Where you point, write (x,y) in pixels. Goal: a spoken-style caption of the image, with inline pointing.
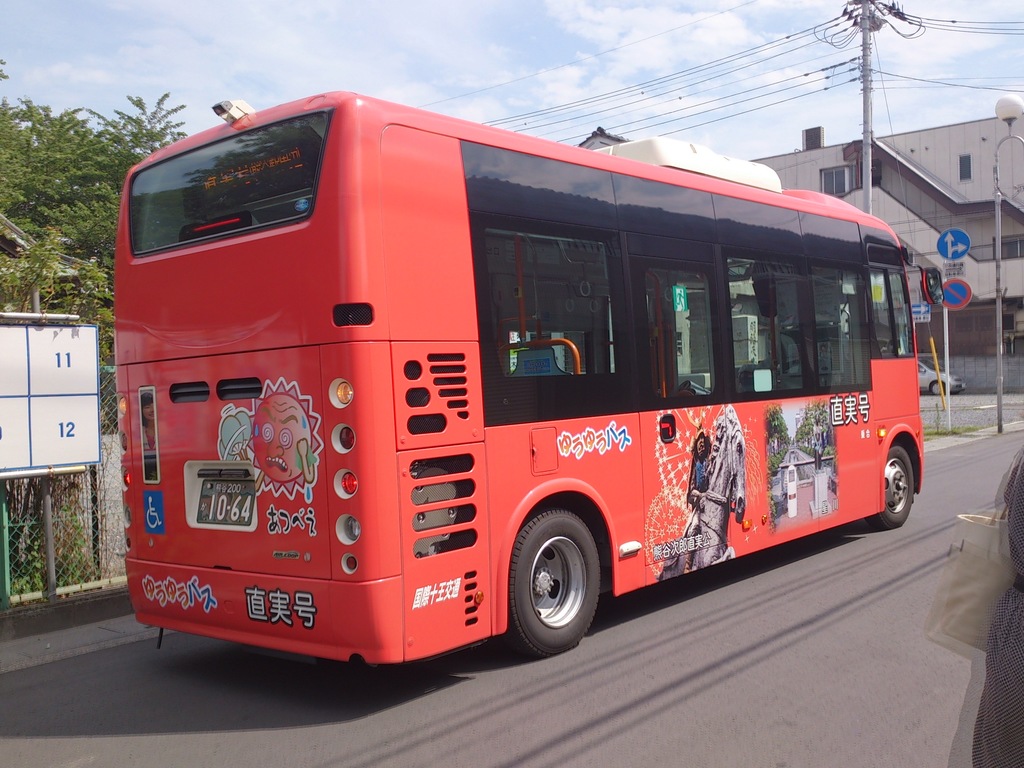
In the center of the image (442,472) we can see a bus (587,556) on the road (608,683). In the background (947,141) there are poles (876,5), buildings (821,187), trees (72,222), board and sky (313,48).
